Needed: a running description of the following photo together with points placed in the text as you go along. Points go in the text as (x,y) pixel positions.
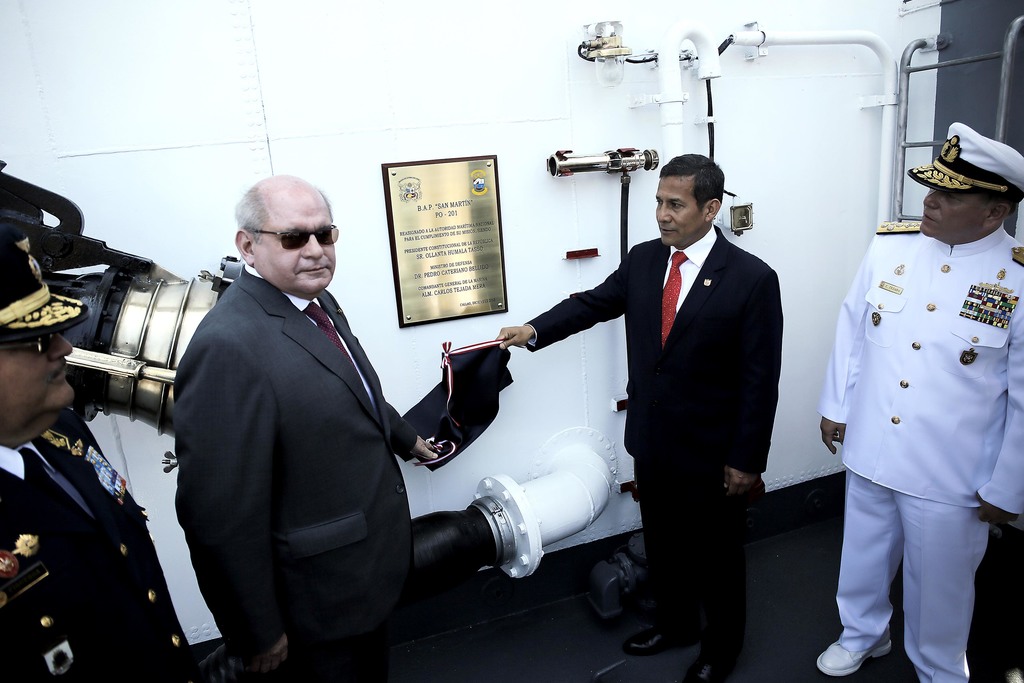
In this image, we can see three persons (762,383) wearing clothes (408,504) and standing in front of the wall (517,221). There is an another person (76,526) in the bottom left of the image (107,612) wearing a cap (41,325). There is a ladder (954,58) in the top right of the image (904,114).
